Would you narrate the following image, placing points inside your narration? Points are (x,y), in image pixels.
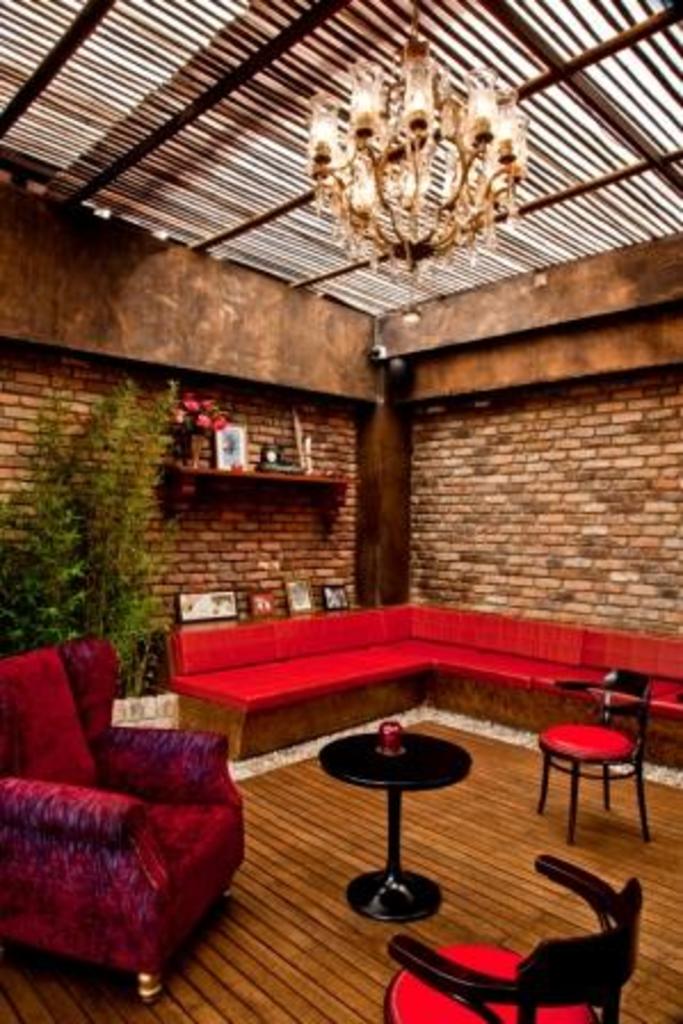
In this picture we can see a room (354,604) with chairs (231,812), table (392,757), sofa (407,698), wall (193,494) with rack (187,483) and on rack (180,466) we have vase (198,447), frame (233,433) and on roof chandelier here tree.
